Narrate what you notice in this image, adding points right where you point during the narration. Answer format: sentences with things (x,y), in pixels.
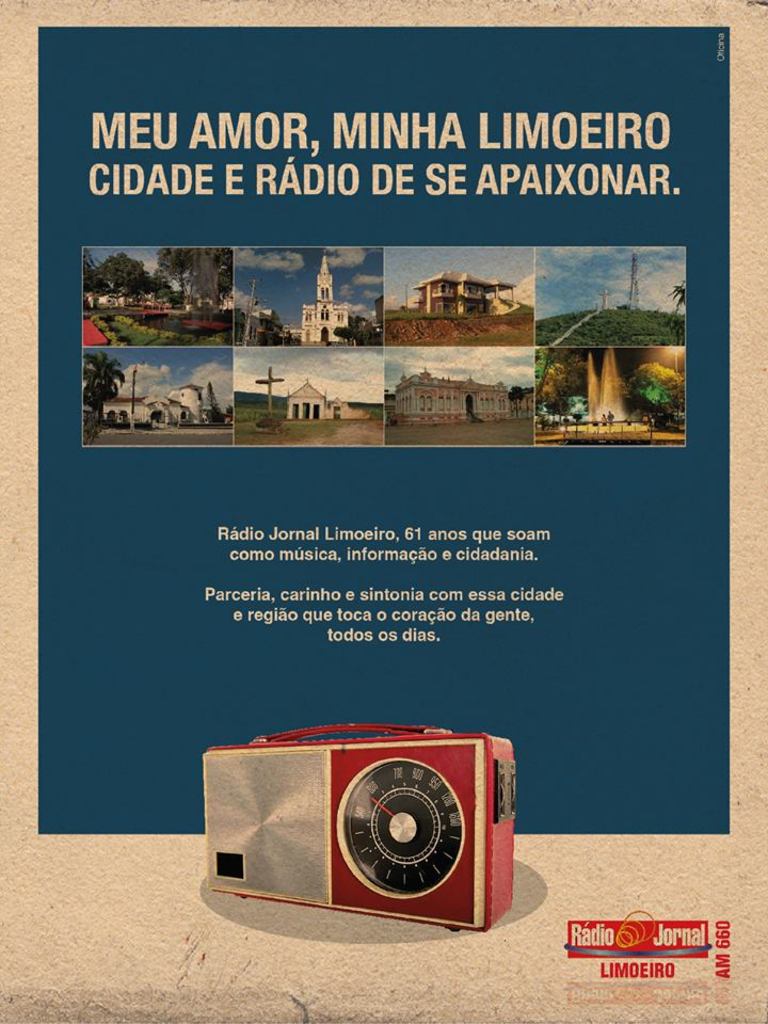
In this image I can see a pamphlet (286,632), on the pamphlet (713,398) I can see some thing (340,128) written with white color and few buildings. I can also see a radio (258,892) in the image.
